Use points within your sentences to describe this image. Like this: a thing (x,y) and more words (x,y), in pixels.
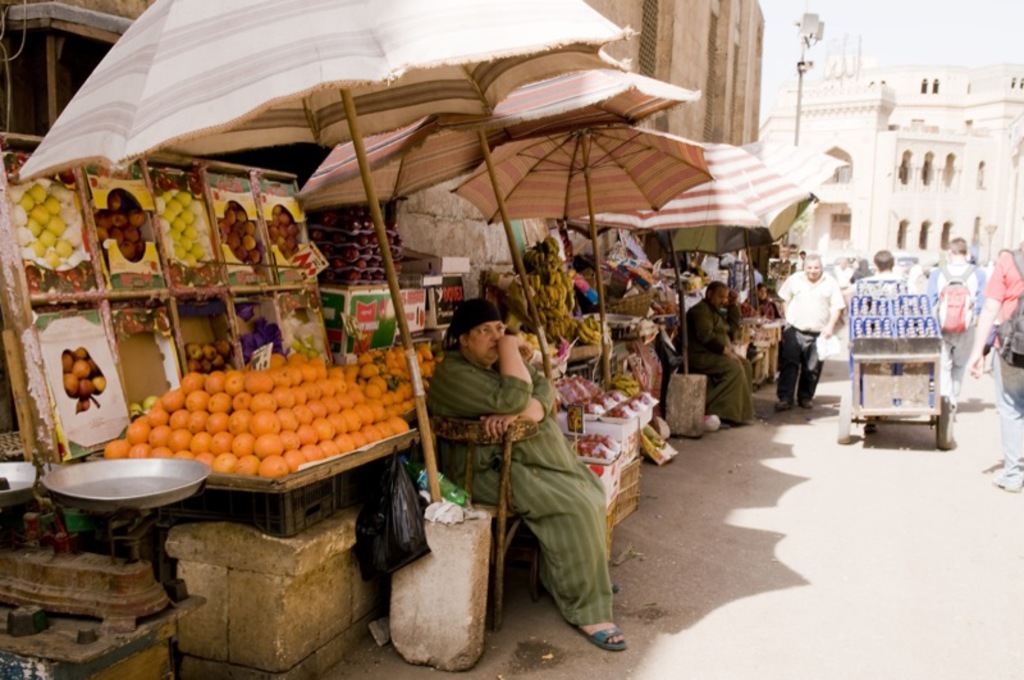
This is looking like a market (639,417). In this some people (567,488) are sitting. Near to them there are umbrellas (558,176). And some fruits (329,394) are there on the stands (268,287) and boxes (377,335). Also there is a weighing machine (116,517) on the left side (128,530). And there are brick wall (305,585). In the back (899,130) there is a building (940,155). Some people (895,276) are walking on the road (891,468). Also there is a cart (888,375) with something on that.
